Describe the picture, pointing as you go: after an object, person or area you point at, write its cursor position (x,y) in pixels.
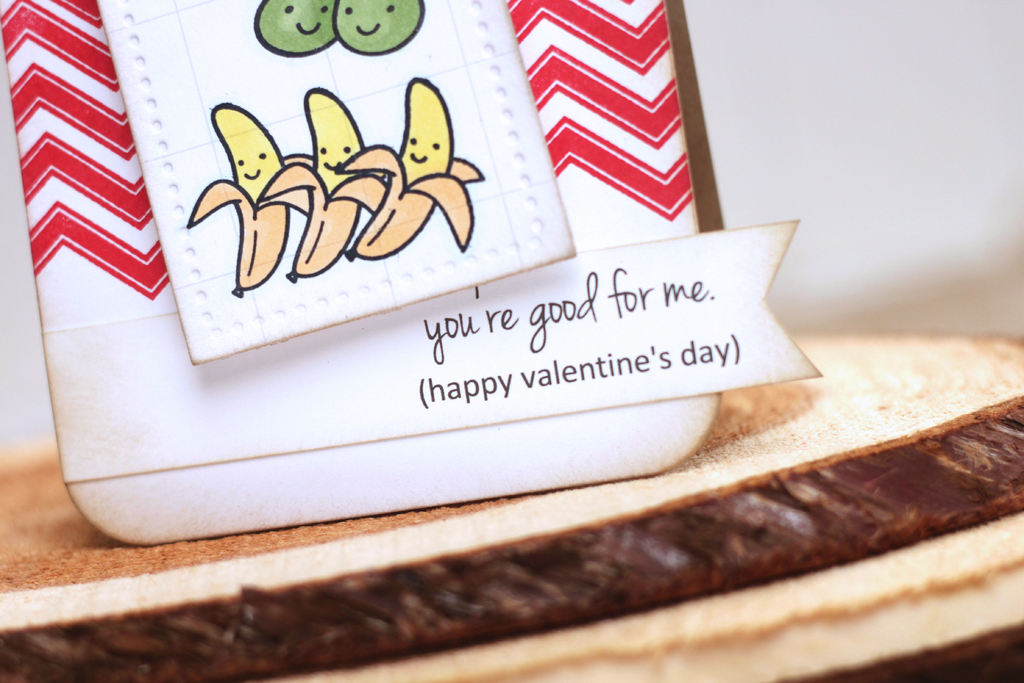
In the picture I can see the personalized gift card (487,299) and there is a text (643,357) on it. It is looking like a table (557,607) at the bottom of the picture (587,552).
